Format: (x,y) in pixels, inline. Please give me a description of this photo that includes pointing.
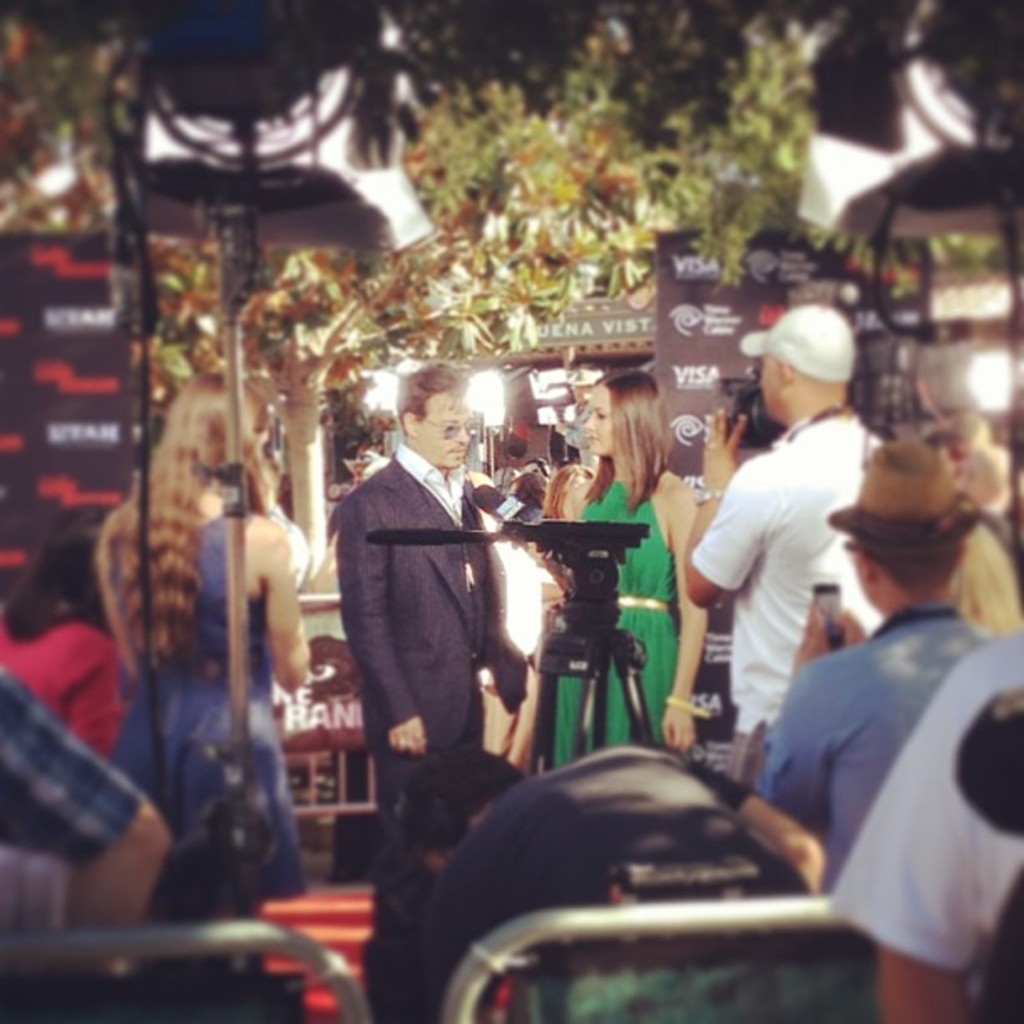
Here in this picture in the middle (679,527) we can see a man (449,500) and a woman (620,421) standing over a place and we can see the woman (600,471) is taking interview of the man (447,520) and we can see she is holding a microphone (502,507) in front of him and the man (456,487) is speaking and he is wearing a suit (384,697) on him and in front of them we can see other number of people (161,655) sitting and standing and they are capturing the moment with cameras (817,628) and video cameras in their hands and behind them we can see trees (328,406) and banners (782,282) present.
